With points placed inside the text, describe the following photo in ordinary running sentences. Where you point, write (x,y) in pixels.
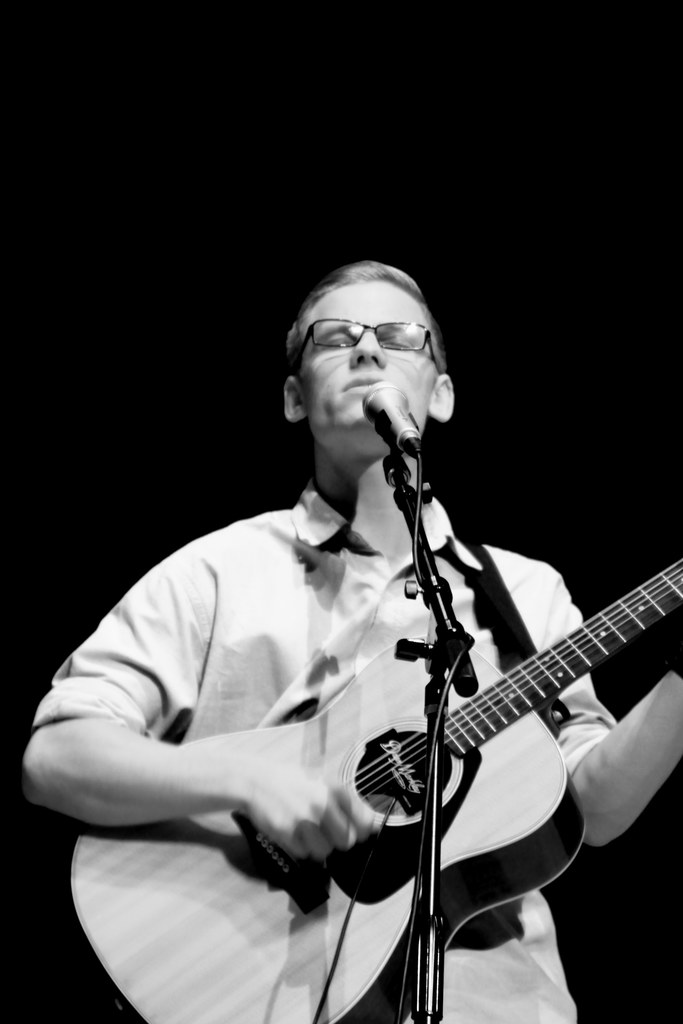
In this picture we can see a person (382,299) with the spectacles (344,331) and holding a guitar (483,704) in his hand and standing in front of the mic (398,427) and playing guitar (490,718).
